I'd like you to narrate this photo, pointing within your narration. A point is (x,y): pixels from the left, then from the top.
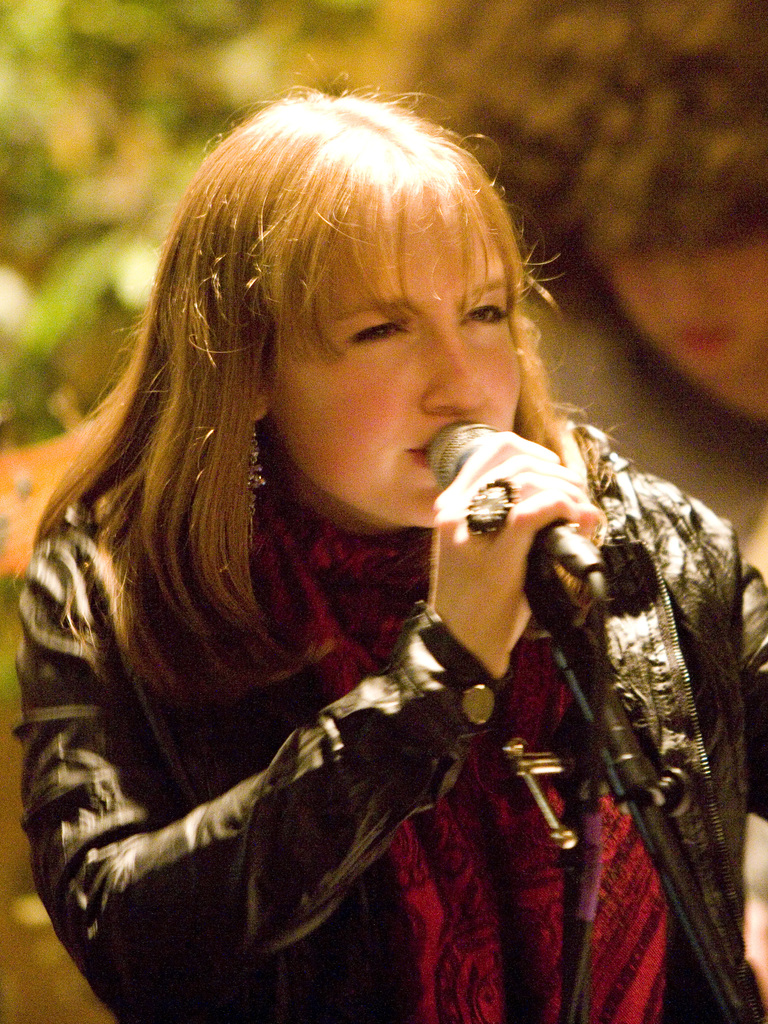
In a picture one woman (313,600) is standing wearing black jacket (364,782) and red dress (491,800) is holding a microphone (560,553) and singing in front of it and behind her there are some plants (71,204).
